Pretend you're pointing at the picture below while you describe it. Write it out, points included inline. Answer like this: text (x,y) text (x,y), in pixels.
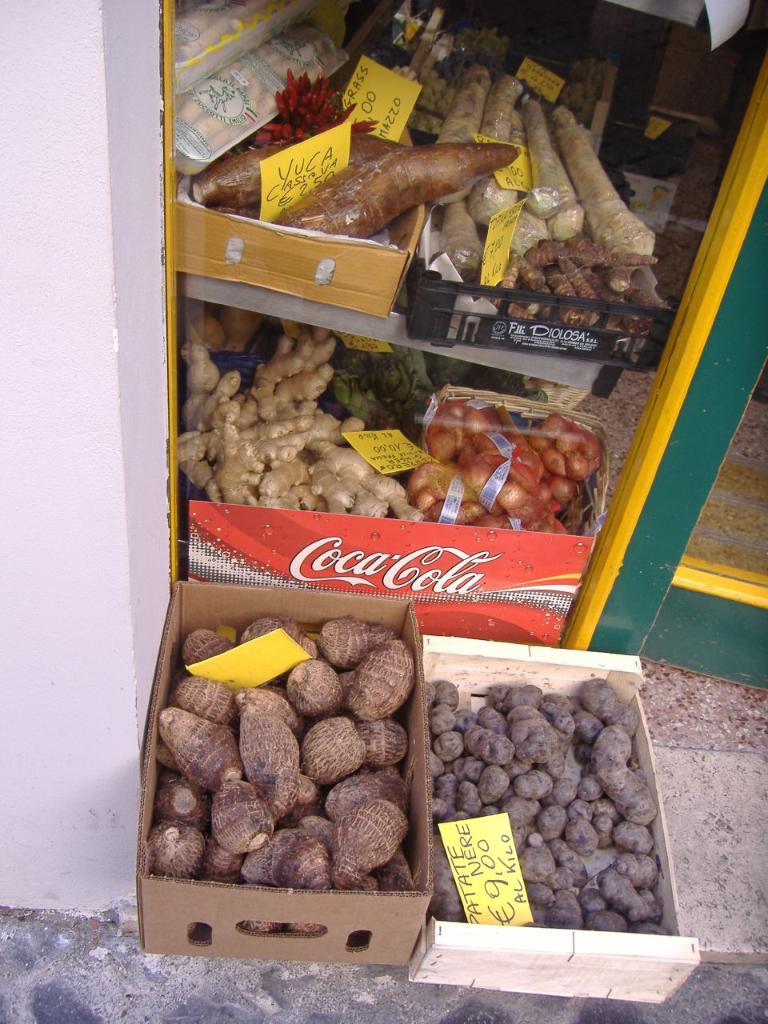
In this image I can see few vegetables (355,870) in the cardboard boxes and I can see few boards (294,158) in yellow color and the wall (96,374) is in white color.
